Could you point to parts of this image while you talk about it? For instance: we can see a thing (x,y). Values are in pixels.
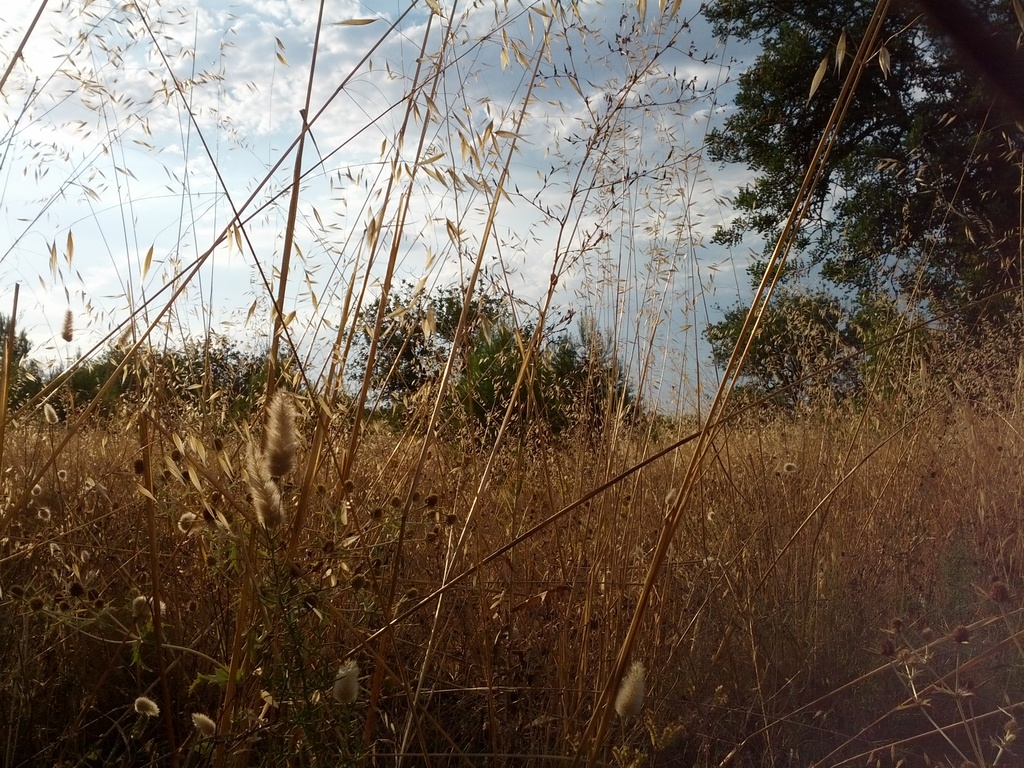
In the image in the center (447,301), we can see the sky (496,174), clouds (671,198), trees (797,168), plants (27,638) and grass (462,310).
